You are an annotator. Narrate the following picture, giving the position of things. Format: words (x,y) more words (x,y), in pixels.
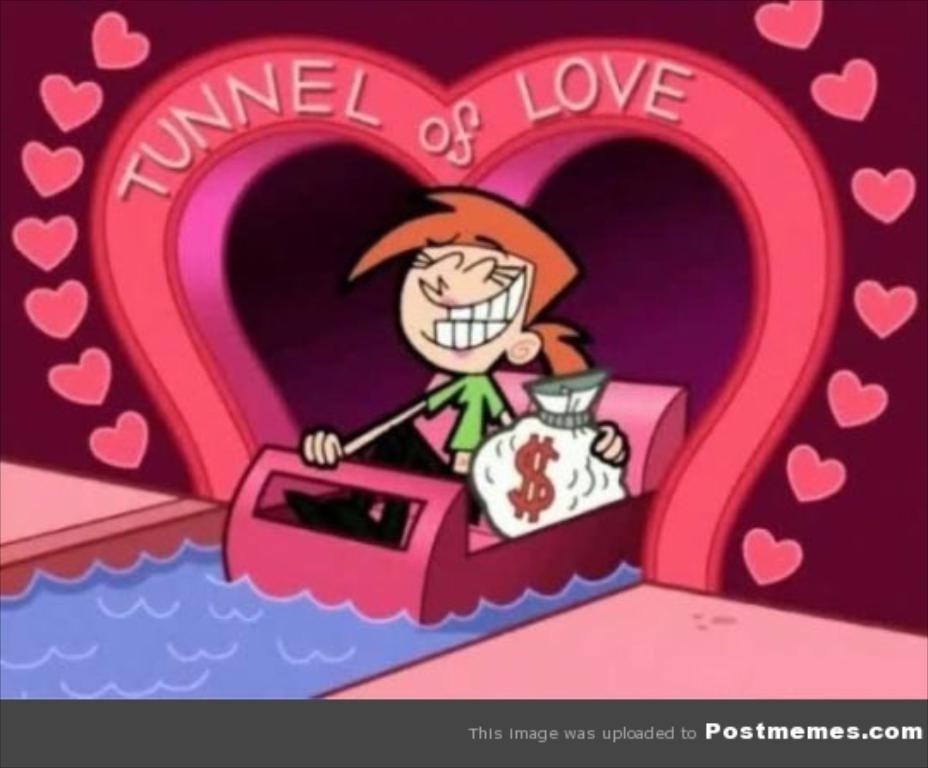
In this picture we can observe a cartoon character (466,397). There is a person (433,342) sitting in the pink color boat (327,550), holding a white color bag (491,449) in their hand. Boat (266,589) is floating on the water (302,663). We can observe maroon color wall (420,61) and some heart symbols (109,456) on the wall (815,107). The water (95,638) is in blue color.
